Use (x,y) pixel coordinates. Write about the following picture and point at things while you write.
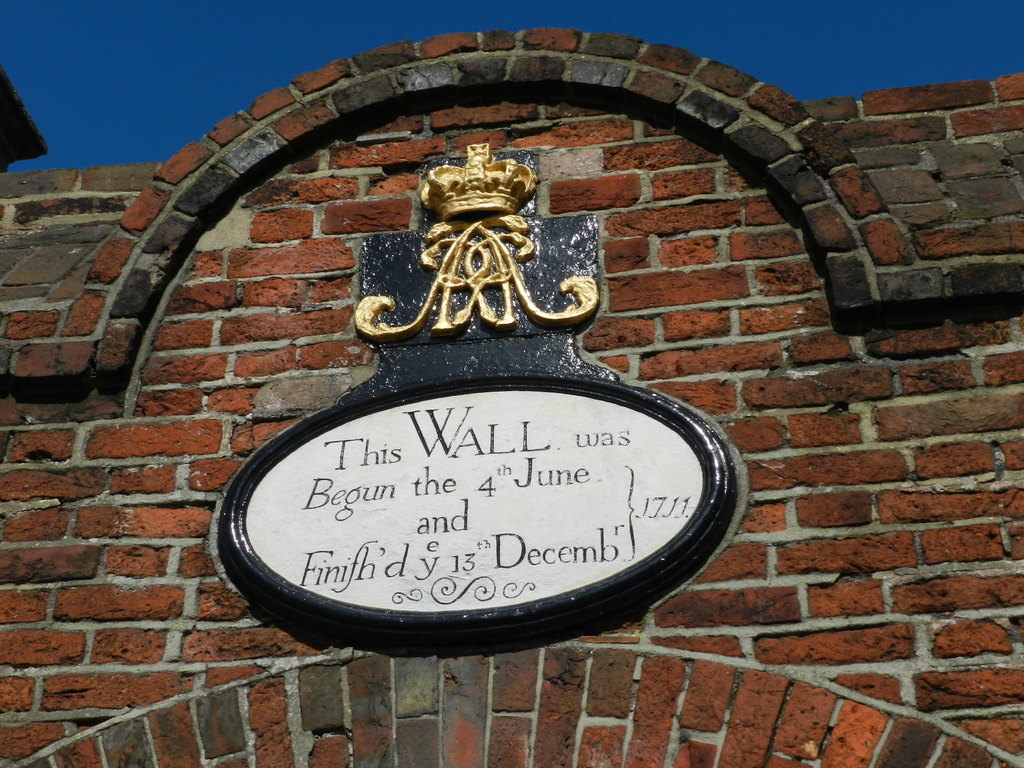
In this picture I can see a name board (545,351) to the wall (687,141), and in the background (793,54) there is sky (837,51).
